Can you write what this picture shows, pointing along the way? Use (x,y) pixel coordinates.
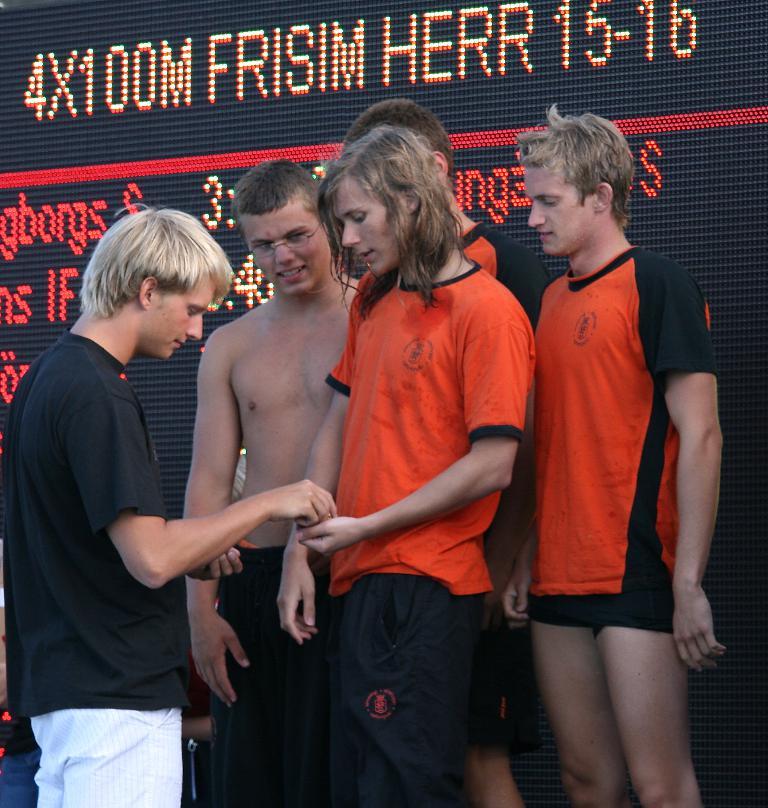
In this image in front (159,541) there are group of persons (349,470) standing. In the background (290,76) there is a board (241,78) and there are some text (62,210) and numbers (89,105) displaying on the board (171,93).
